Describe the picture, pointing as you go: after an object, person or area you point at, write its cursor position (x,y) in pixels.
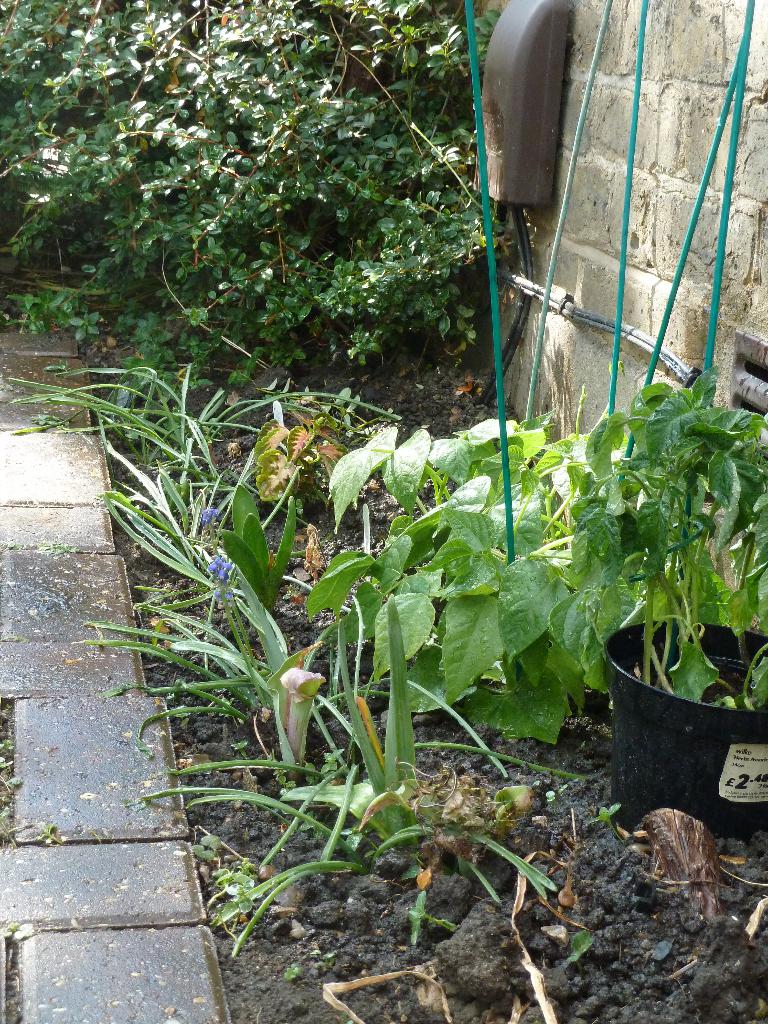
In this image we can see few plants (336,510) and trees (264,325) in the backyard (284,383).
